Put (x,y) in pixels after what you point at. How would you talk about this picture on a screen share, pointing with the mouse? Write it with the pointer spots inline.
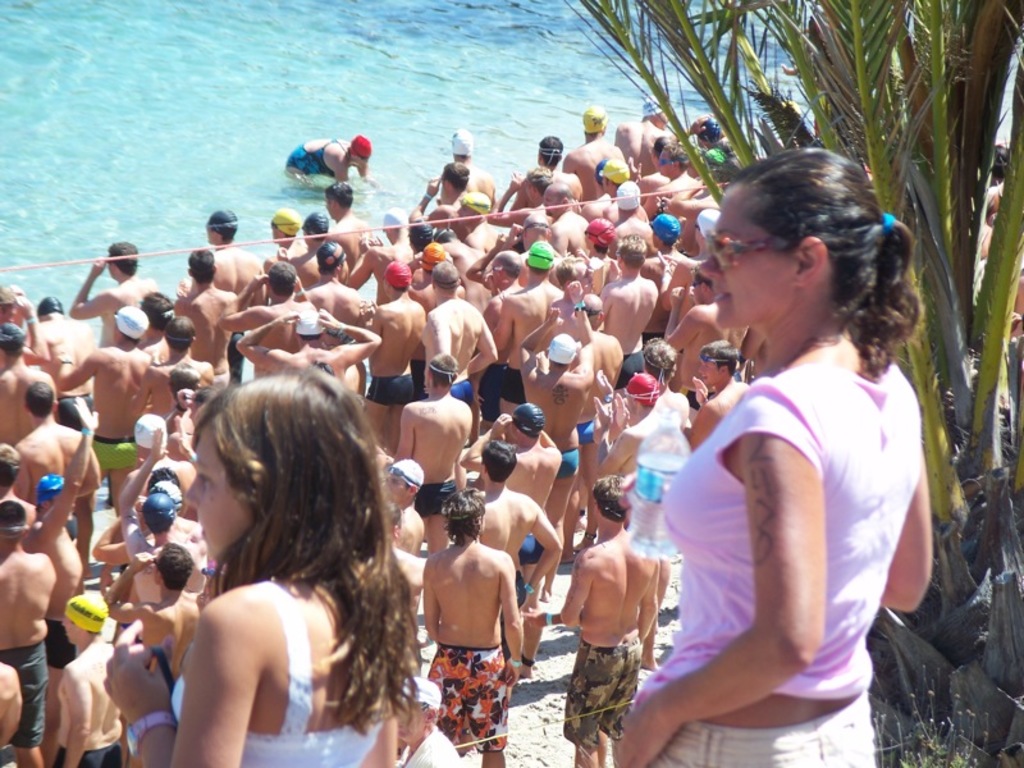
In this image we can see the sea (518,155) on the left side (45,153). There is sand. There are people (36,605) standing in the swim dresses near the sea (744,79). On the right side (947,696) there is a tree (910,203).
